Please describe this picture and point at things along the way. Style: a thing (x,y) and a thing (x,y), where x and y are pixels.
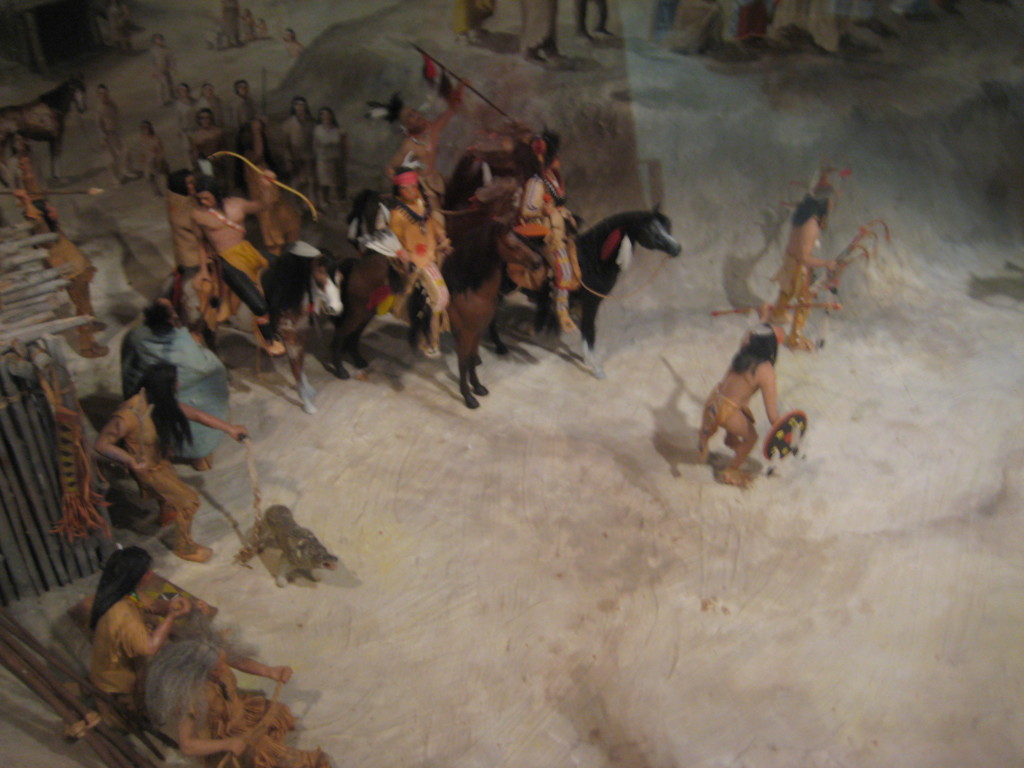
In this picture I can see this is a depiction image and I see number of people (225,13) and I see few of them are sitting on horses (458,189) and I see few of them are holding things (261,503) in their hands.
